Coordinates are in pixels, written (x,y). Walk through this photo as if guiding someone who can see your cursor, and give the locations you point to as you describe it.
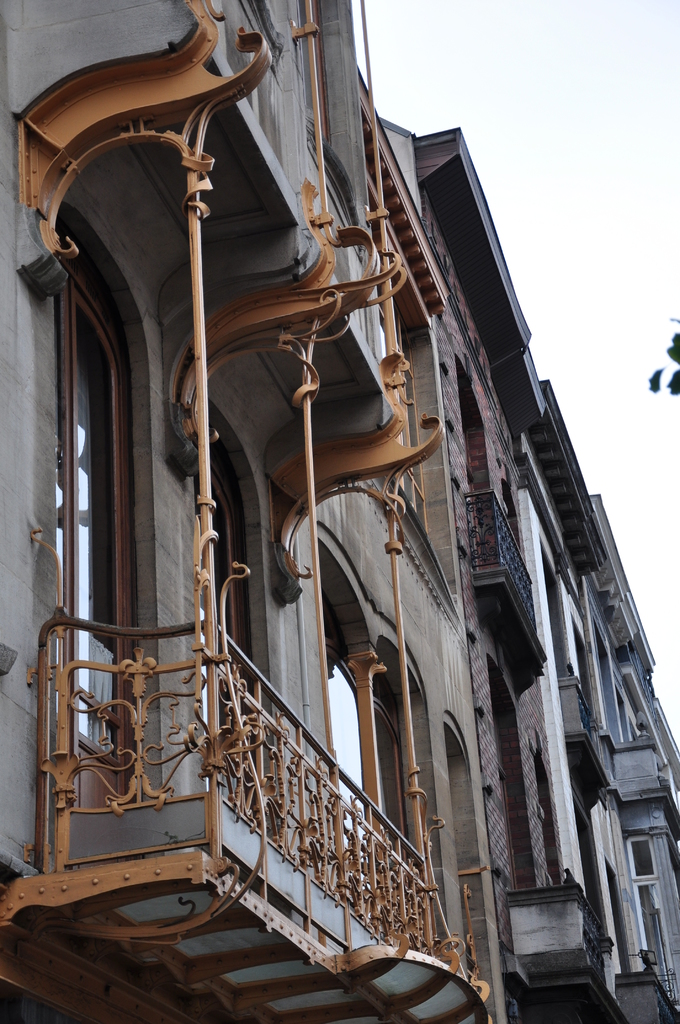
In the image I can see several buildings (352,568) to which there is a balcony (277,966).
